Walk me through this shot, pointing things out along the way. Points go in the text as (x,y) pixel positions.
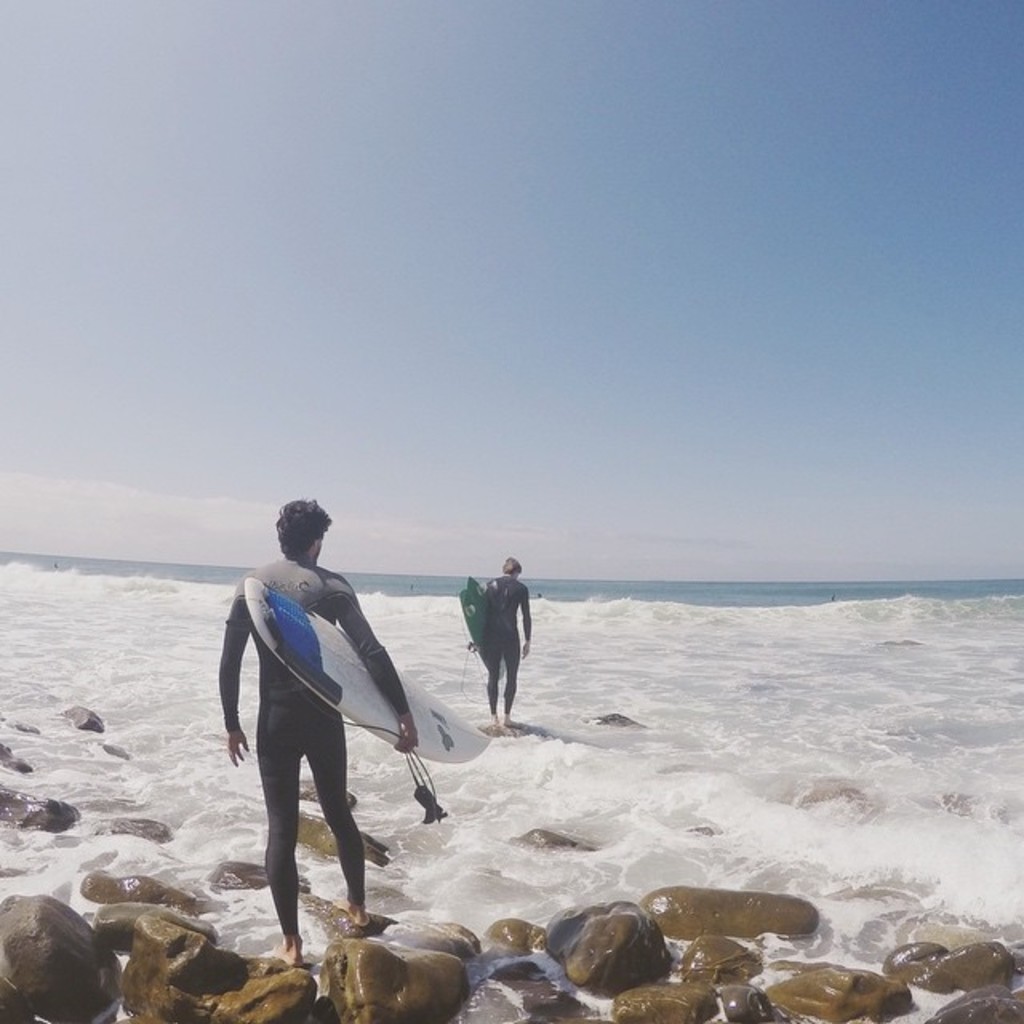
In the picture we can find two men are walking on the sea (66,776), they are holding a surfing board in their hands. And we can see in the background (853,538) we can find sky (460,76), water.
